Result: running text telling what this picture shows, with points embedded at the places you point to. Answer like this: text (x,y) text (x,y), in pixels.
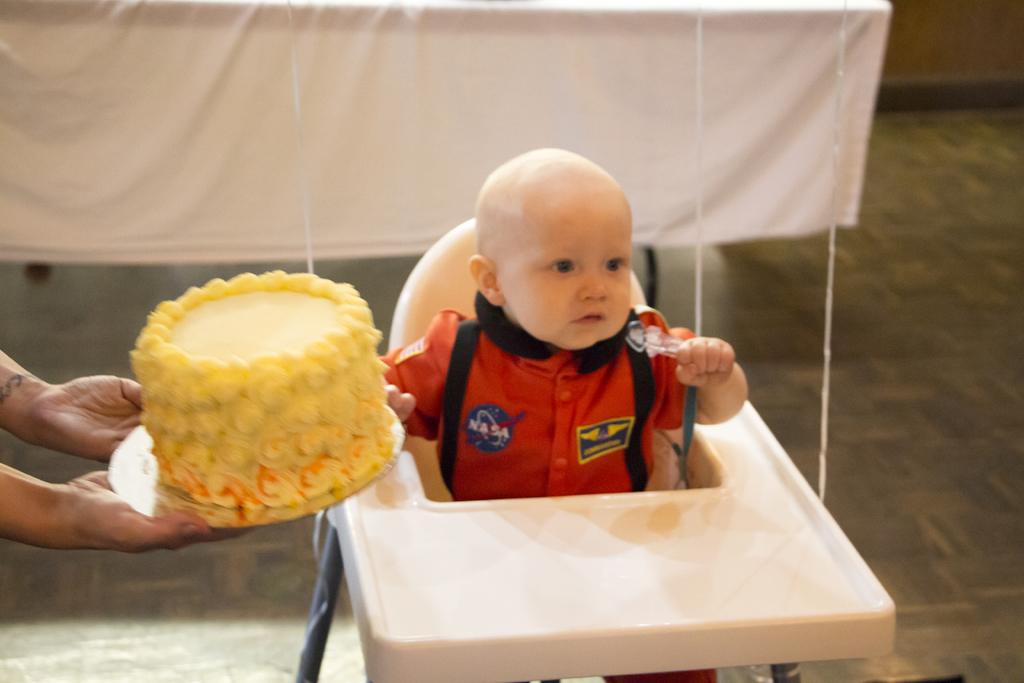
In this picture we can see a person (105,386) holding a cake (181,473) in the hands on the left side (264,454). There is a baby (457,385) sitting on a chair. We can see a white cloth (241,143) in the background (347,159).
